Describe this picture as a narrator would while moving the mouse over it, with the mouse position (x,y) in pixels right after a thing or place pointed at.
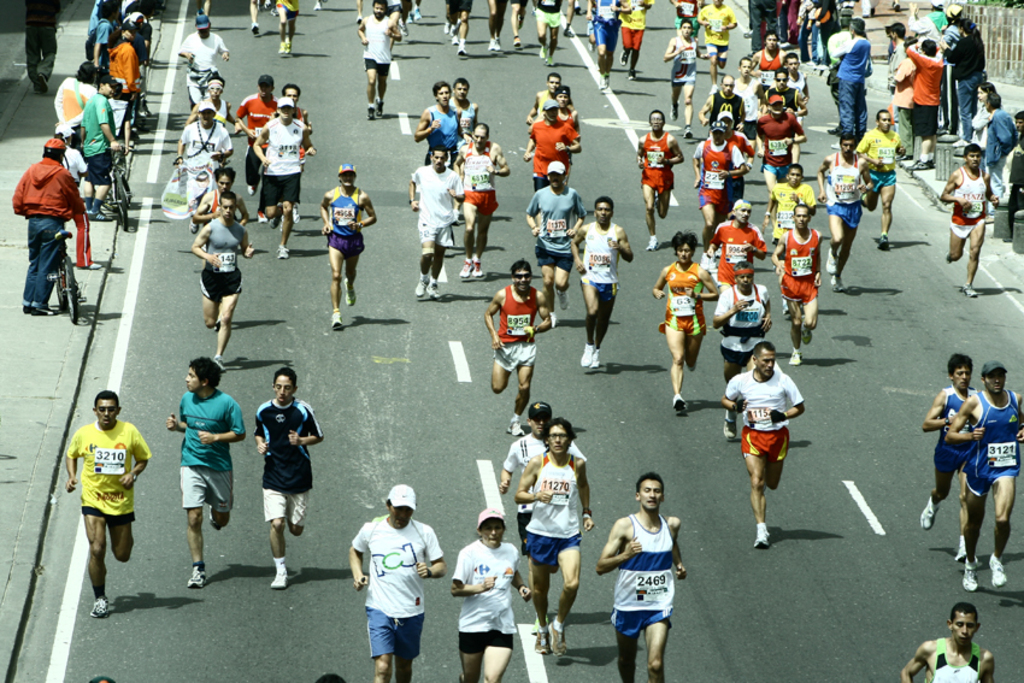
In this image, there are people (489,158) running on the road (532,385) and in the background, there are some people (82,240) standing with their bicycles (114,202).
